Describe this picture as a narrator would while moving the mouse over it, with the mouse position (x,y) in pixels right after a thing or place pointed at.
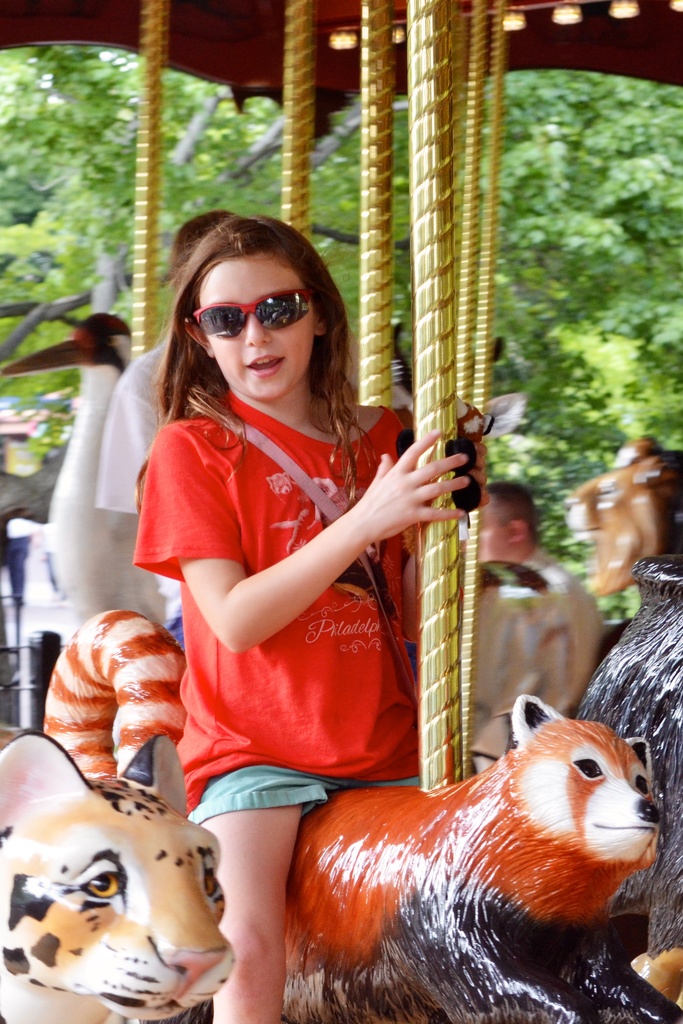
In this image we can see a girl (308,562) wearing red t shirt (313,472) and goggles (298,310) is sitting on a ride (497,802) and holding a pole (438,330) in her hand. In the background (541,572) we can see two persons (148,386), group of poles (460,315), trees (523,258) and group of dolls (30,958).
